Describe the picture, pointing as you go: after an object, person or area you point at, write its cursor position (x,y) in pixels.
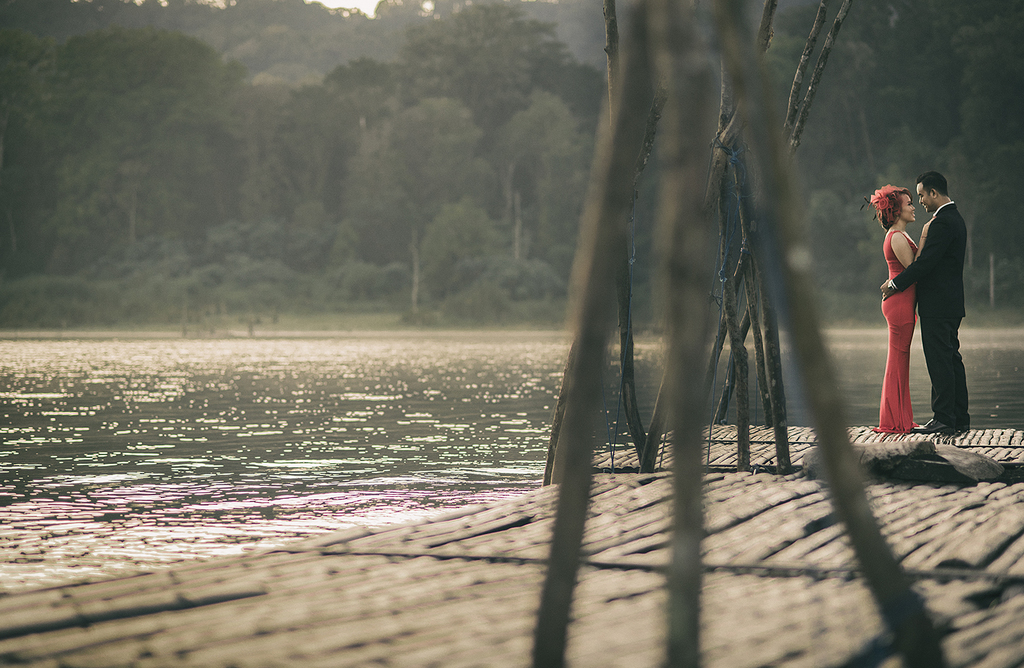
On the right side of the image (904,364) there is a couple (904,323) standing, in front of them there is a river (290,422). In the background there is a sky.
